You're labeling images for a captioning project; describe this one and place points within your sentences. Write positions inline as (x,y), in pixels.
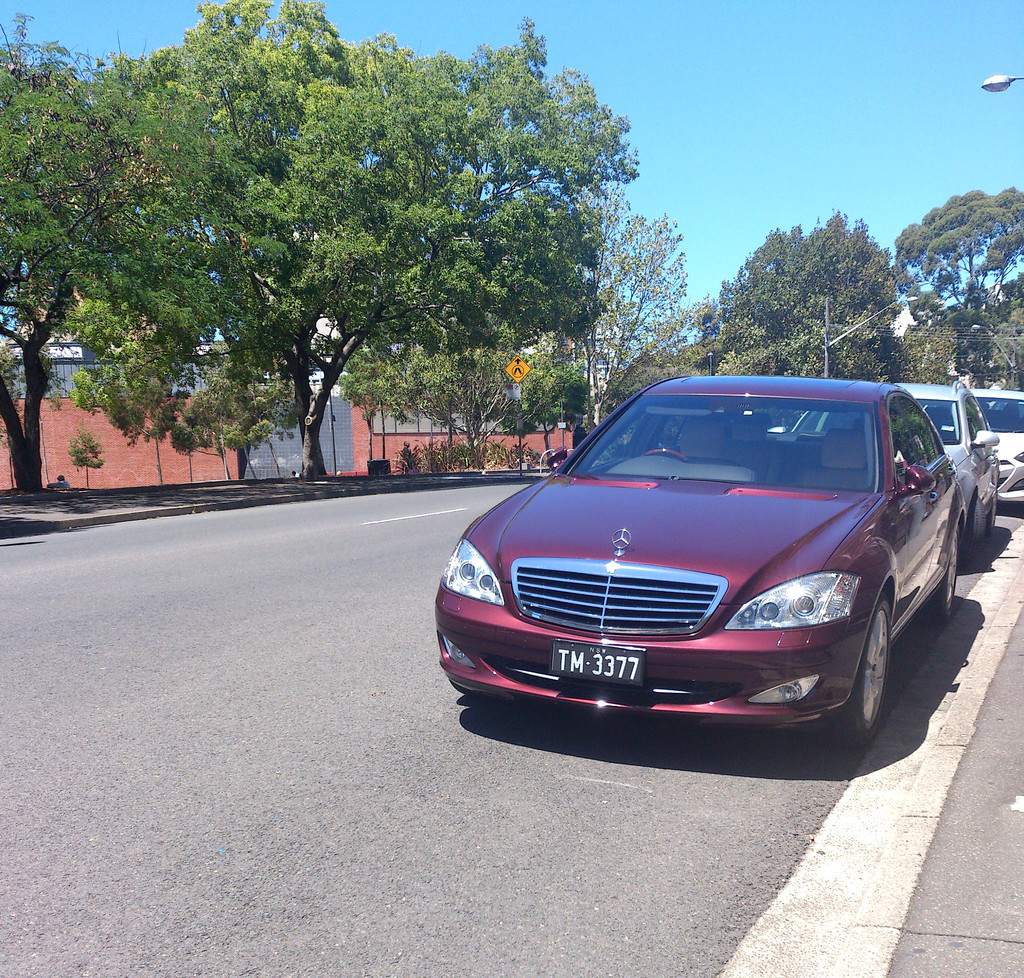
In the center of the image (647,651) there are vehicles (767,609) on the road (242,641). In the background of the image (226,347) there are trees (216,347), poles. At the top of the image (728,39) there is sky (706,69).
